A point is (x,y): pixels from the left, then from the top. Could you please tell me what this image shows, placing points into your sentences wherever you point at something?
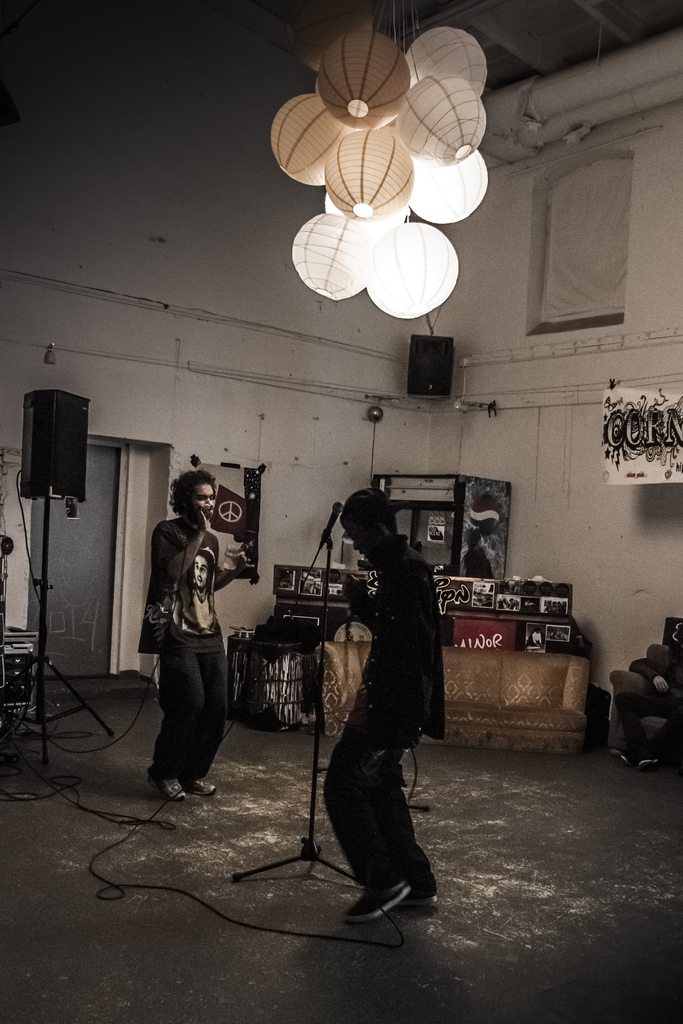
In this image we can see two persons (388,899) standing and there is a mic (329,523) between them, there is a couch (340,709) and a person (642,715) sitting on the chair (638,683), there is a speaker (441,355) and banners (658,462) to the wall (378,357), a speaker (72,468) to the stand (45,636), lights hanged to the ceiling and few objects (440,544) in the background (429,559).
